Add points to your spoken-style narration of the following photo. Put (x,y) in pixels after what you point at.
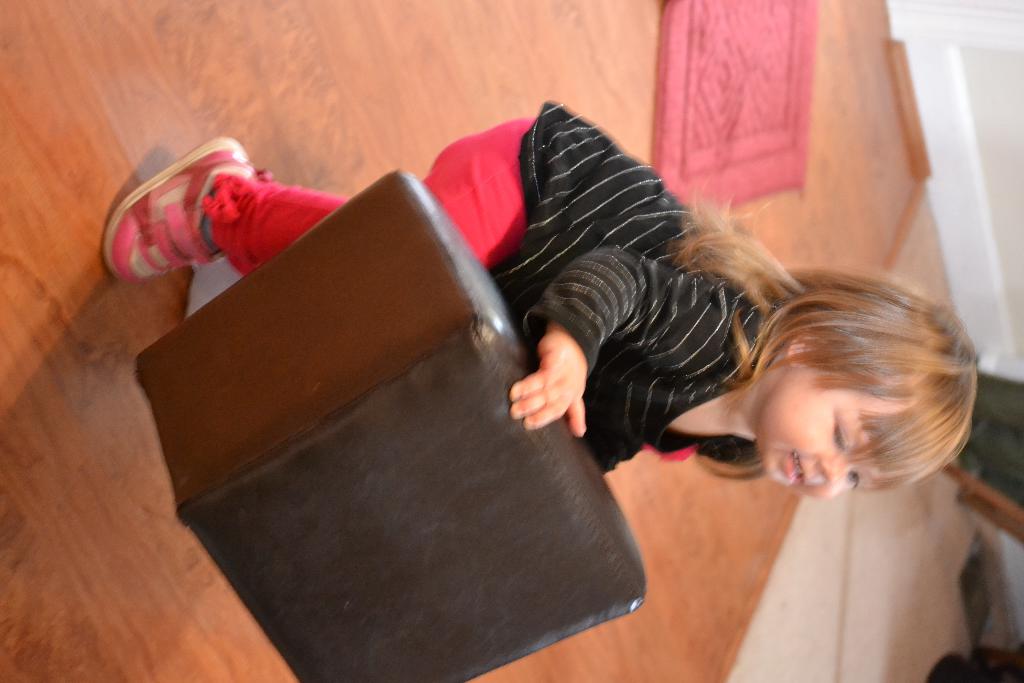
In this image we can see a girl (715,330) and she is holding an object (547,455) in her hand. There is an object (982,494) at the right side of the image (975,490). There is a mat (747,151) on the floor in the image.
